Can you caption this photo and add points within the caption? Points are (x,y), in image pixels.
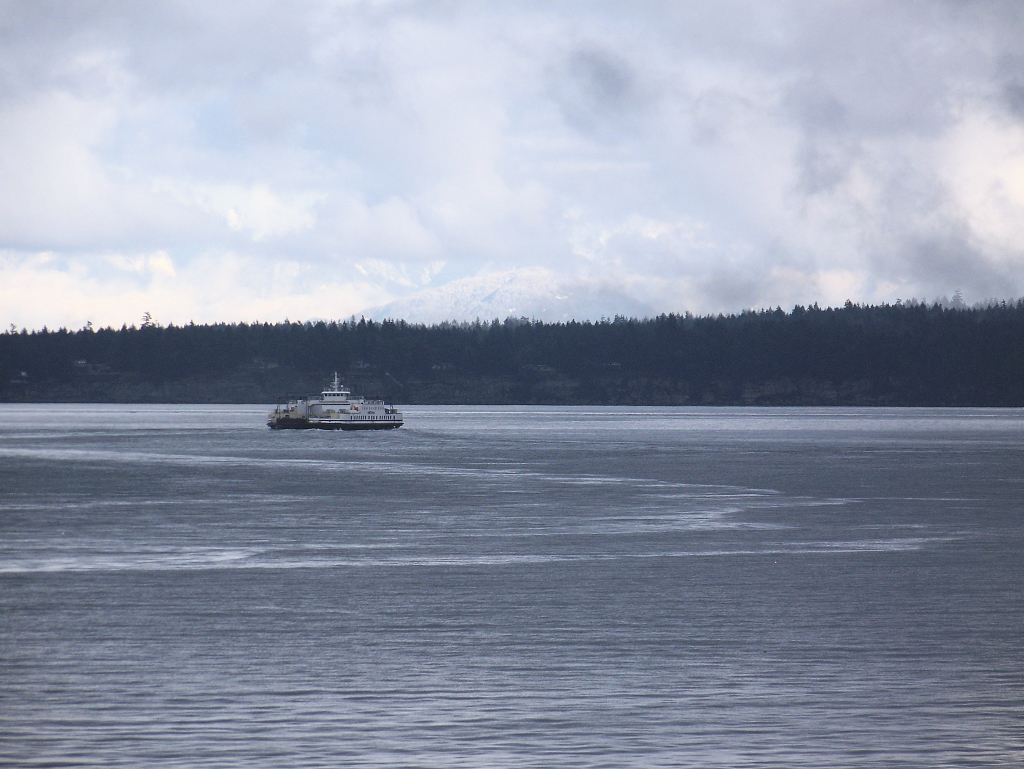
In the image there is a water surface (384,458) and there is a ship (391,409) sailing on the water (461,485), in the background (169,323) there are many trees (919,354).
